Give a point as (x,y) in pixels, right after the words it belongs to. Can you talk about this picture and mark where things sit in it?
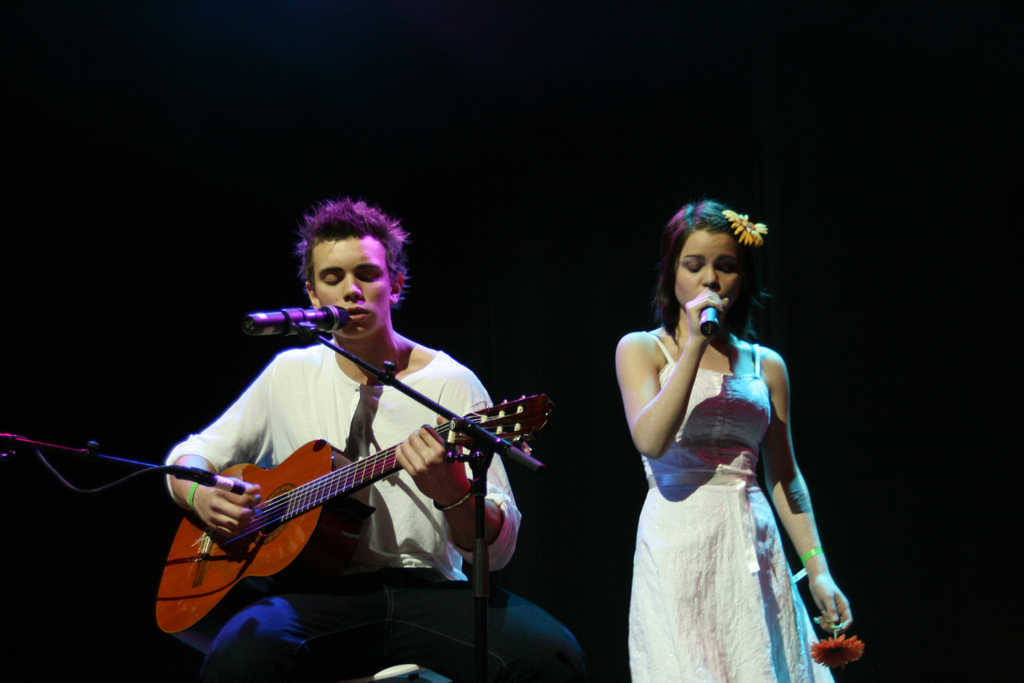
This image is clicked in a musical concert. here there are two persons (699,573) one man (504,508) and woman (696,366), man (362,400) is sitting and woman (716,451) is standing. man (392,307) is singing something a mic (322,317) is in front of him, he is also playing a guitar (382,464). woman (705,470) is holding a flower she also has a flower (727,214) on head (745,273). she is also singing something. man (514,519) is wearing white shirt (432,551) and blue pant (443,613), woman (691,557) is wearing white gown (706,562).
